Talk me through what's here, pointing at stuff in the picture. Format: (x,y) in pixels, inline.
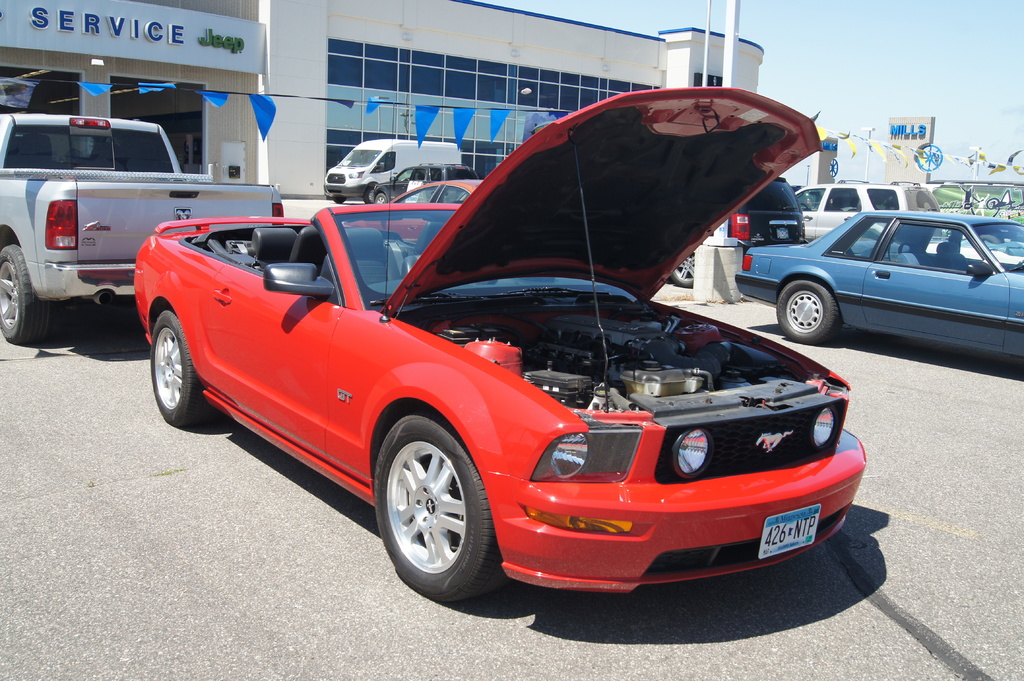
There is a red color vehicle (389,285) parked on the road (260,637). Above this vehicle (249,233), there are blue color decorative papers (265,105) attached to a thread (275,93). In the background (1006,247), there are other vehicles (167,156) on the road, there is a building (655,55) which is having glass windows (502,96) and there is sky (881,28).
